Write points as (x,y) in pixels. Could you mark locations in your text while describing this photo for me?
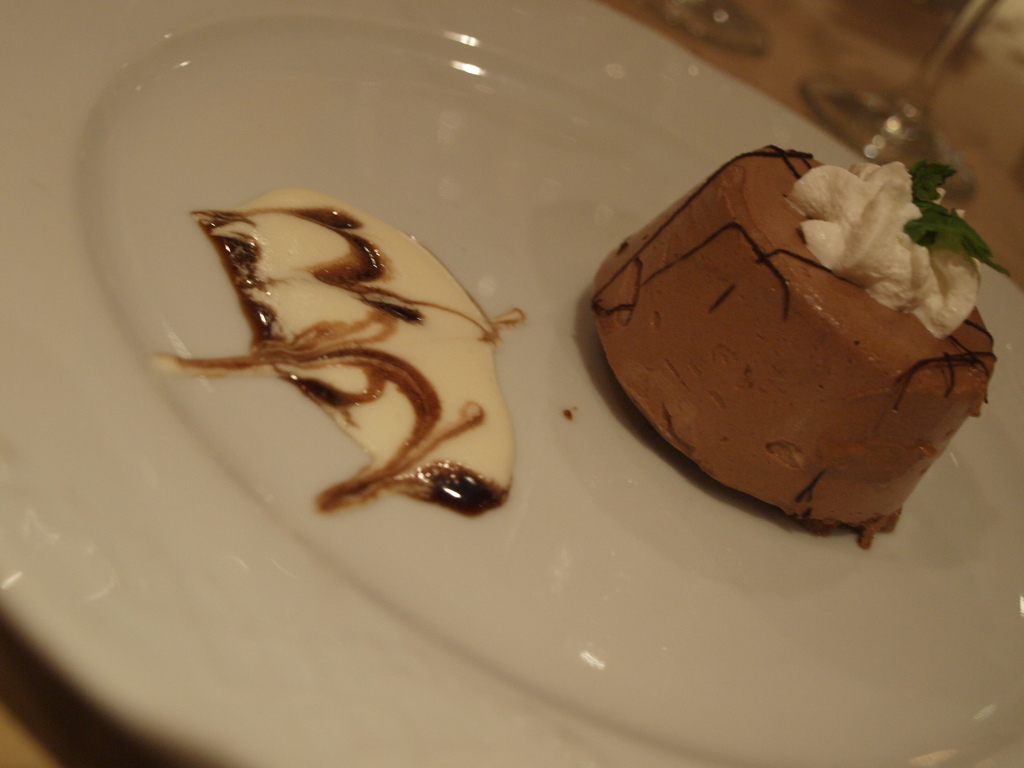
In this picture we can see a white plate (523,595) and on the plate (434,668) there are some food items (395,342). Behind the plate (697,161) there, are looking like glasses (936,64).
